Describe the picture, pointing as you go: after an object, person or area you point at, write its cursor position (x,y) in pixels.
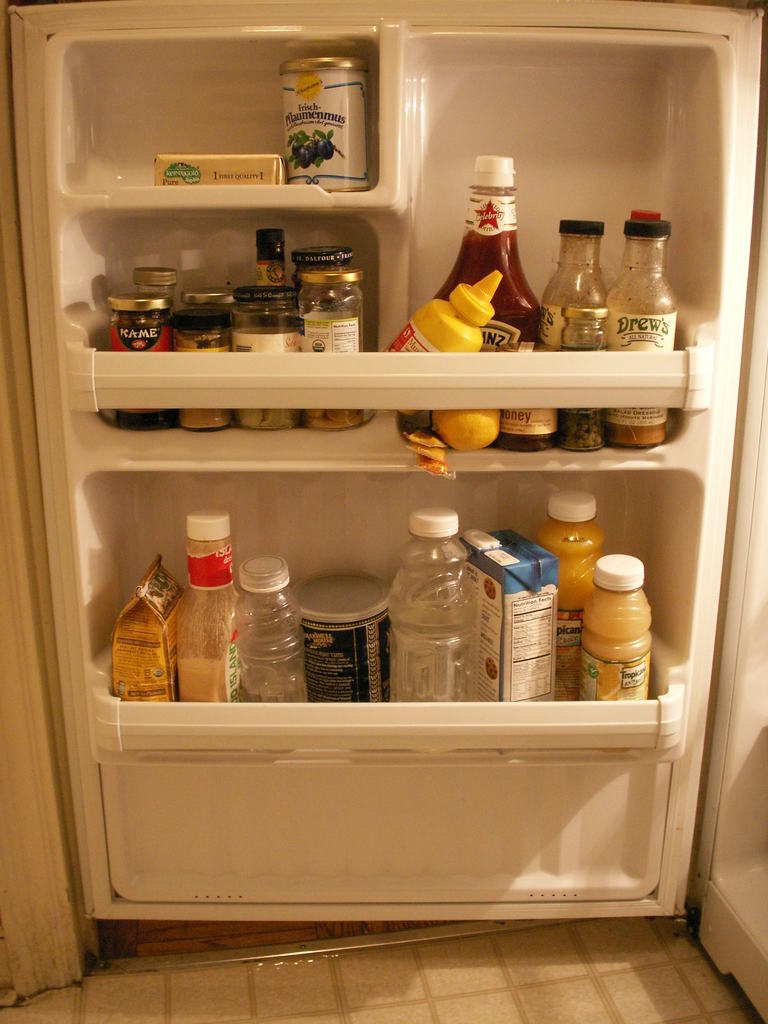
In this image I can see squeeze bottles (428,302), jars (286,323), packets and cans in a fridge door (430,496). This image is taken may be in a room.
